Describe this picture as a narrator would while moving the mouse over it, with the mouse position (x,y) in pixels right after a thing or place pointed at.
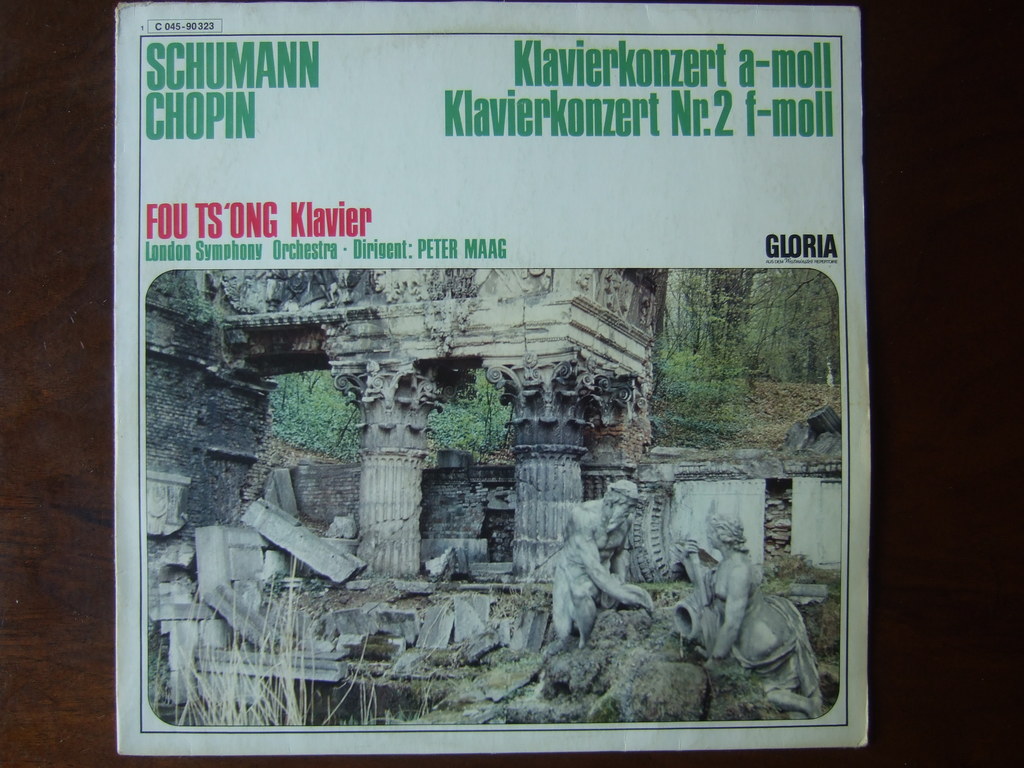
In this image I can see a photo (435,558) which has sculptures of people (598,594), pillars (354,370), trees (707,409) and other objects (429,580). I can also see something written on the paper (456,120).
